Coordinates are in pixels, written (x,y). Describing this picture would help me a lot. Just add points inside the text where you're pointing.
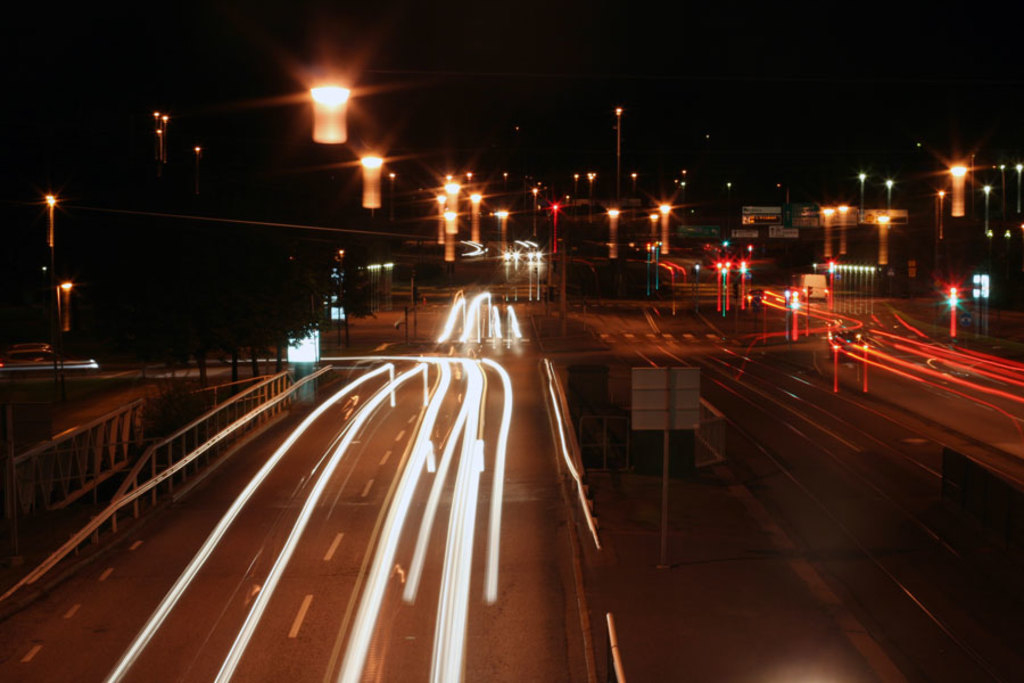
In the picture we can see a night view of the roads (576,608) with lights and in the background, we can see street lights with poles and behind it we can see a sky (232,205) which is dark.
